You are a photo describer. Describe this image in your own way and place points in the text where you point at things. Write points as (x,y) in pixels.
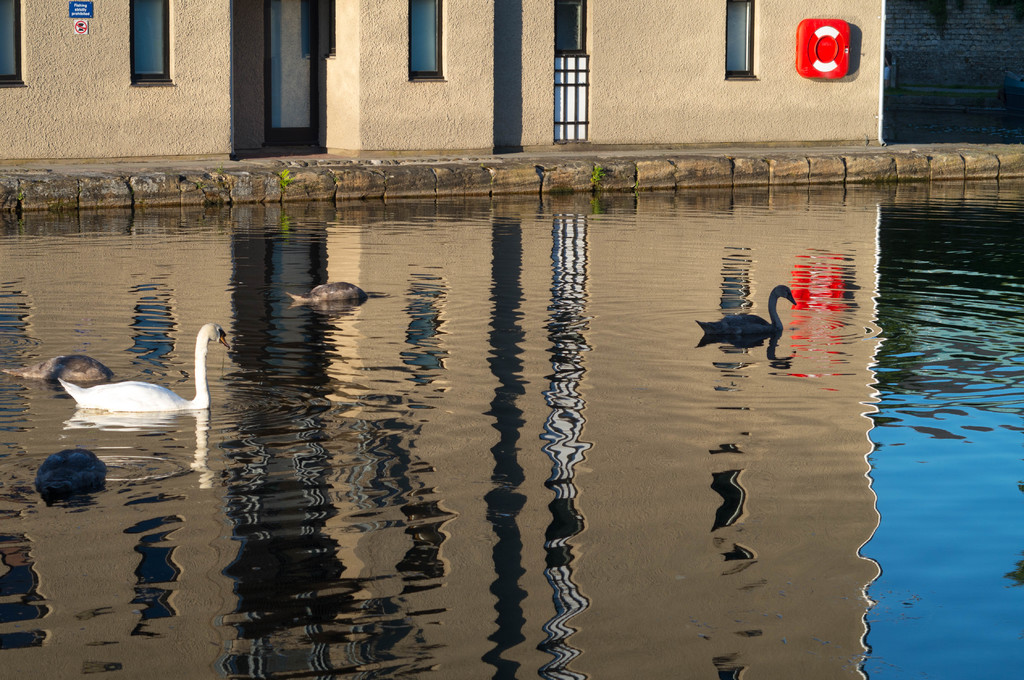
There is water (329,383) and swans (76,360) are swimming in the water (669,307). In the back (253,68) there is a building (280,84) with windows (145,27), doors (273,65). On the wall (119,43) there are sign boards (78,5). On the right side (801,68) there is a red color thing (816,63) on the wall (794,69).
